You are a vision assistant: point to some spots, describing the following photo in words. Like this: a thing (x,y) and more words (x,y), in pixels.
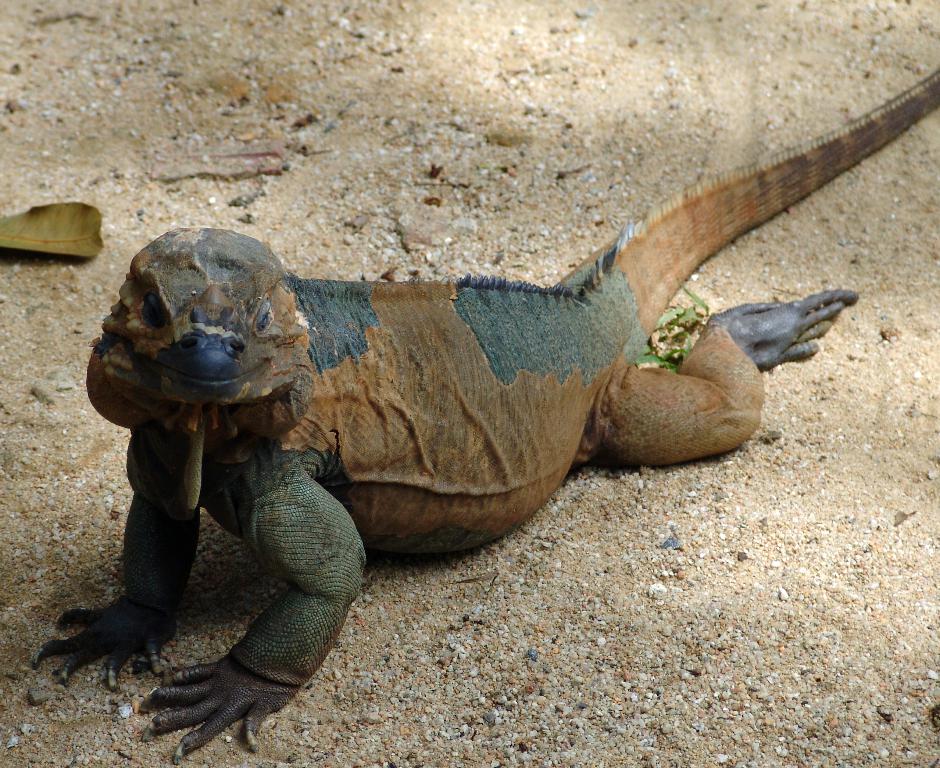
In the picture I can see different kind of reptile (359,392) on the ground (226,636). Here I can see some dry leaves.
